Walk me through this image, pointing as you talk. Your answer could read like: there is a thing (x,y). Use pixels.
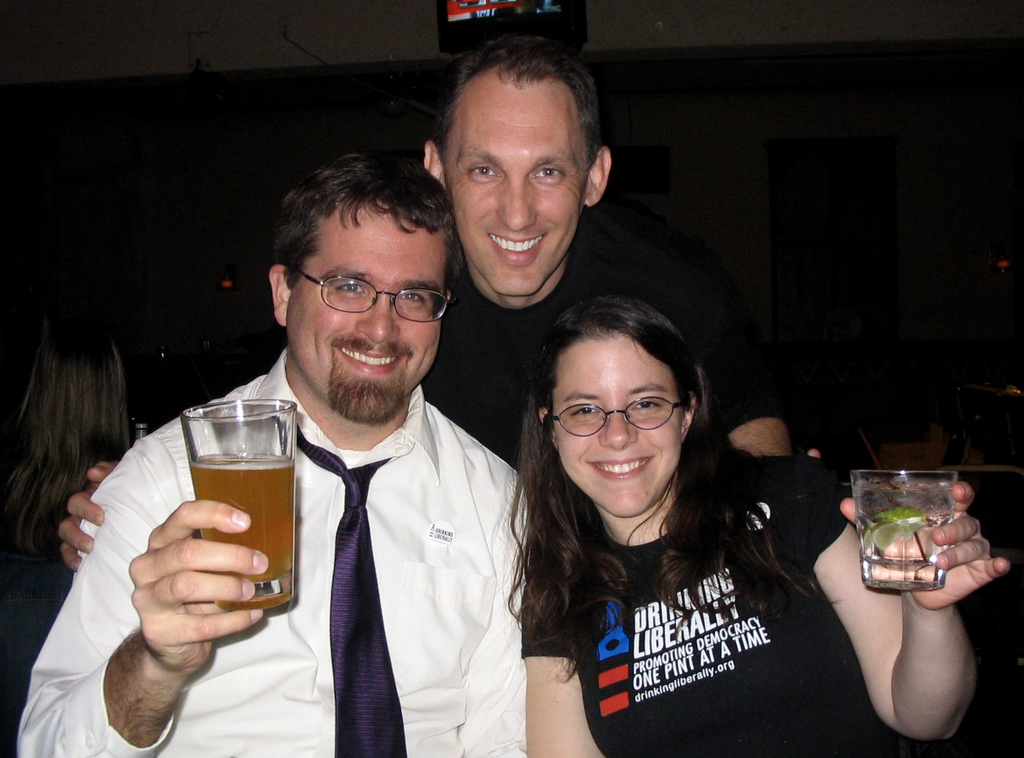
There are three person (559,490) and one person (398,579) on the left (325,646) is wearing white shirt (285,614) and holding glass (271,453) and wearing a spectacles (355,307). Another lady (643,624) is wearing black t shirt (726,626) and holding a glass (863,516) and smiling. In the background (126,342) there is a wall (679,47) and television (462,19).
